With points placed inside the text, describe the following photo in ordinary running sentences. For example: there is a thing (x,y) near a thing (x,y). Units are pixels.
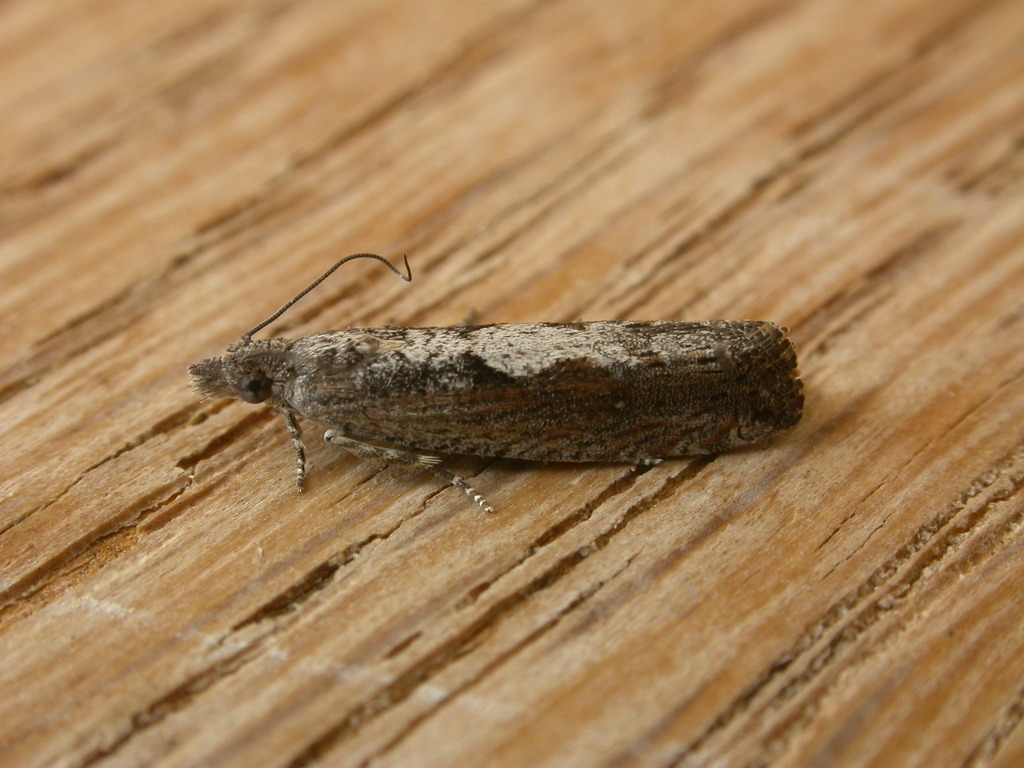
This image is taken outdoors. At the bottom of the image (598,581) there is a wooden platform (407,508). In the middle of the image (437,421) there is a moth (441,407) on the wooden platform (204,347).
